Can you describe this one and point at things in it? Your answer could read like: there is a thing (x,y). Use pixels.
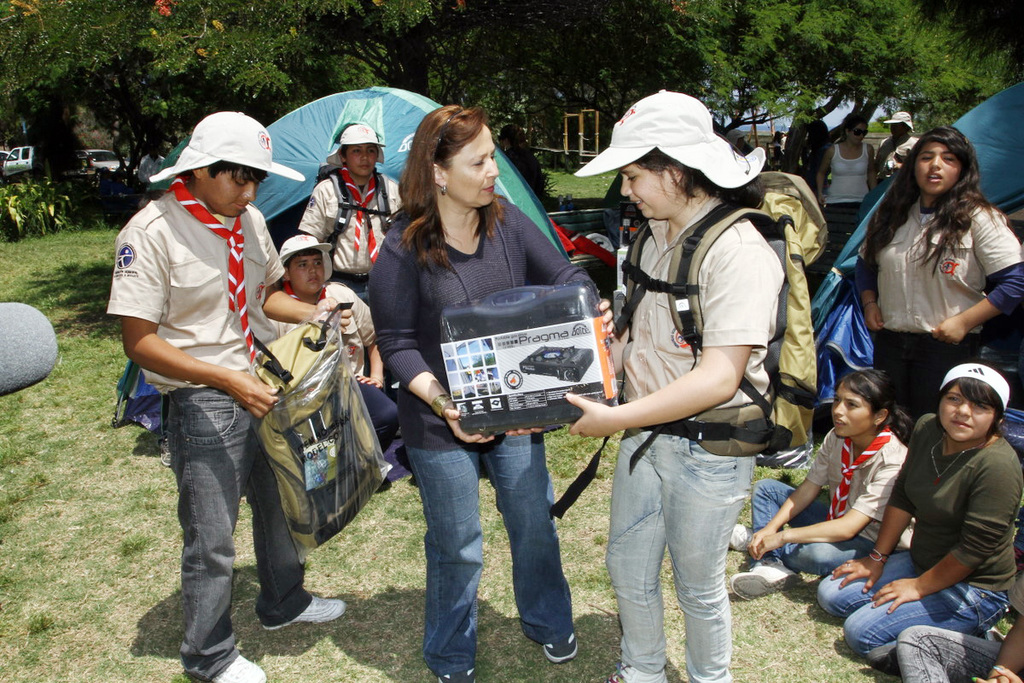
In this image there are group of people (932,409), and in the foreground (576,420) there is one woman (690,214) who is wearing bag (698,259) and two of them are holding a box (608,375), and one person (285,547) is holding bag (348,462) and some of them are sitting and some of them are standing. And also there are some tents (855,256), trees (885,23), vehicles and some people (834,177). At the bottom (54,483) there is grass (588,613), and on the left side (15,311) there is one microphone (12,338) and in the background (585,114) there are some objects (580,140).
